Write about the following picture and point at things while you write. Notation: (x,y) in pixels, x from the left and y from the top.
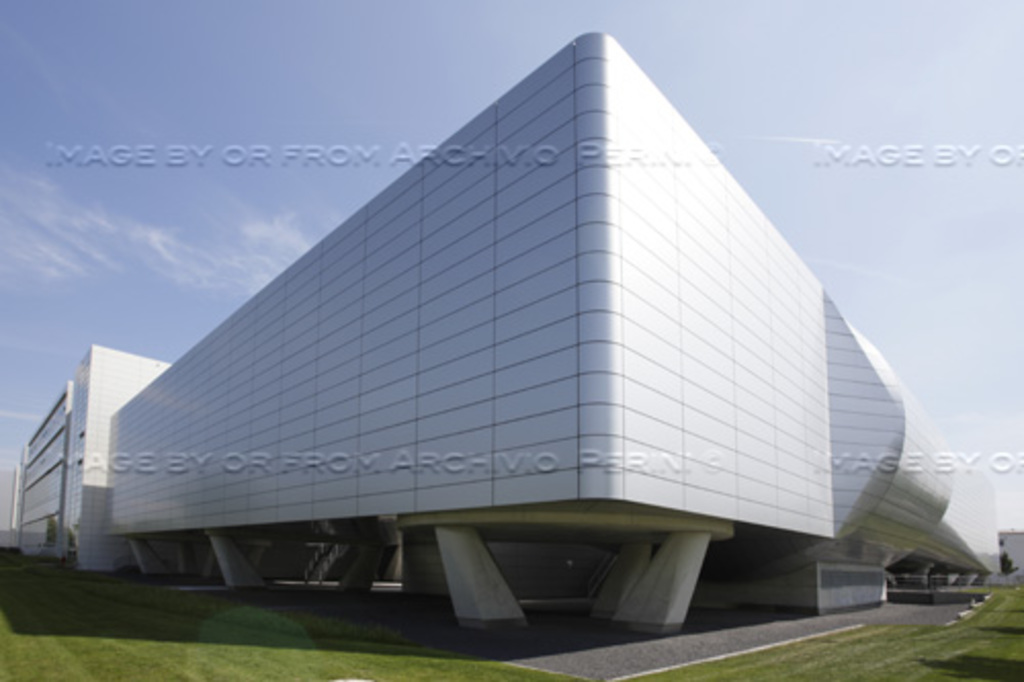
In this image I can see in the middle (615,266) there is a very big building (604,484) in white color. At the bottom (272,620) there is the grass (284,629) and there are water marks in this image, at the top (260,122) it is the sky (296,90).
